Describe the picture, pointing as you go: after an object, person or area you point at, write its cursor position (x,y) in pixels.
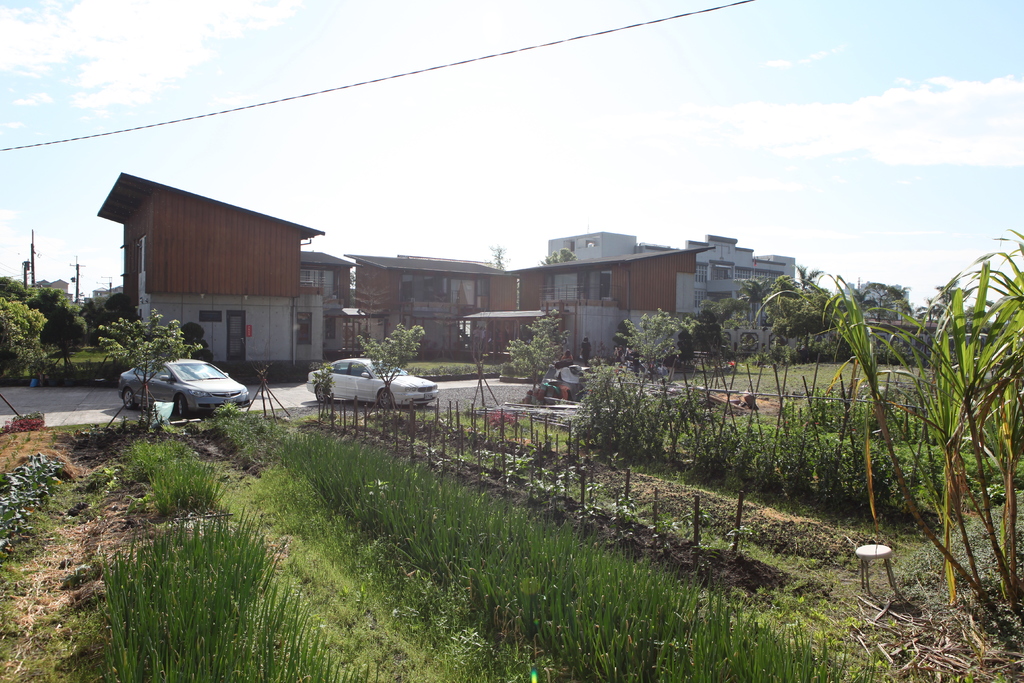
In this picture I can observe two cars (230,399) parked in the parking lot (375,404). In front of the cars (214,390) I can observe some plants (408,523) on the ground (81,613). In the background (316,336) there are buildings (362,308) and some clouds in the sky (430,167).
